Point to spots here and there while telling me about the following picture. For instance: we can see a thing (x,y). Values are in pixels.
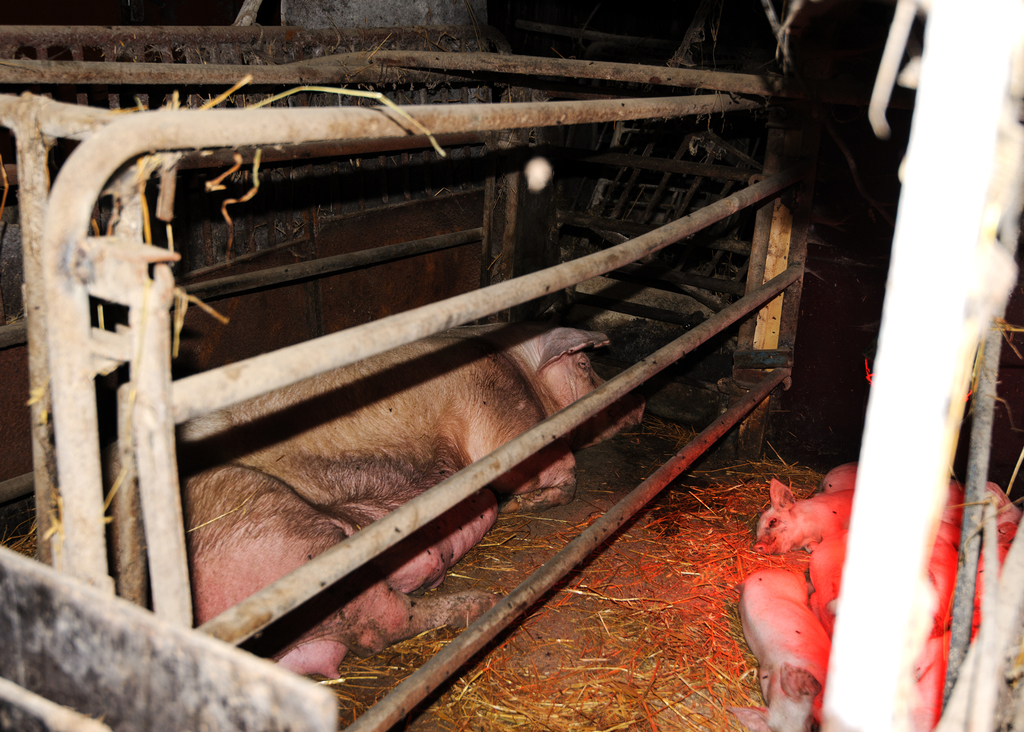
In this image there are animals (820,555) on the ground (684,535) and there is a rod stand (162,176) and in the background (690,178) there are scraps (634,169).
